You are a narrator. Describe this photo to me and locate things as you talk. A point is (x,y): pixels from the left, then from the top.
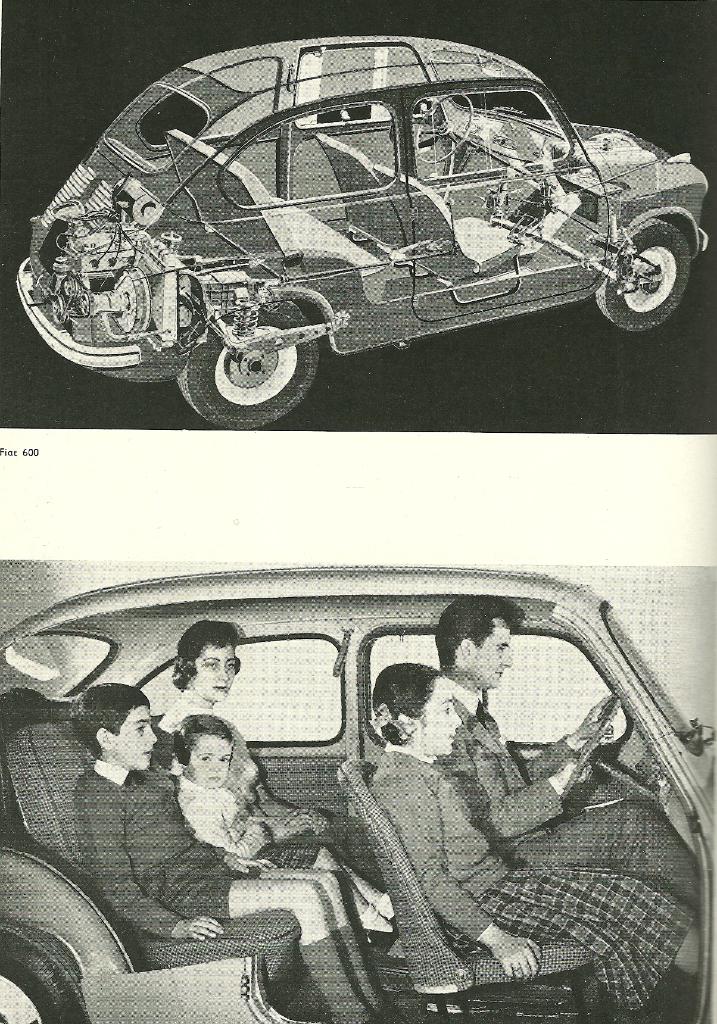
There are two black and white images. In the first image, there is a model view of a car (666,177) and the background (127,12) is dark in color. In the second image, there are a person (461,730) and a girl (419,793) sitting on the front seats (568,946) and there are a woman (253,796) and two children (198,779), sitting on the back seats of a vehicle (52,621) which is having windows (18,662). And the background (649,633) is white in color.
